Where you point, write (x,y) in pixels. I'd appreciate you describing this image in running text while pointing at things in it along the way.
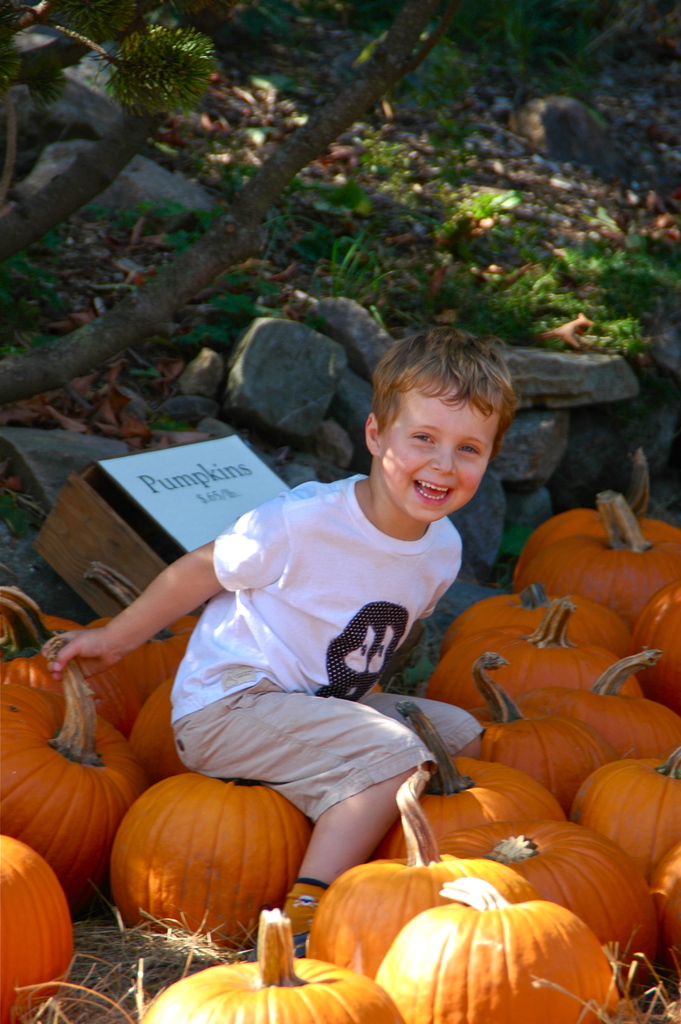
Here we can see a boy (435,375) sitting on pumpkins (494,914) and he is smiling. This is a box (125,493) and there are stones (363,382). And this is grass (567,320).
